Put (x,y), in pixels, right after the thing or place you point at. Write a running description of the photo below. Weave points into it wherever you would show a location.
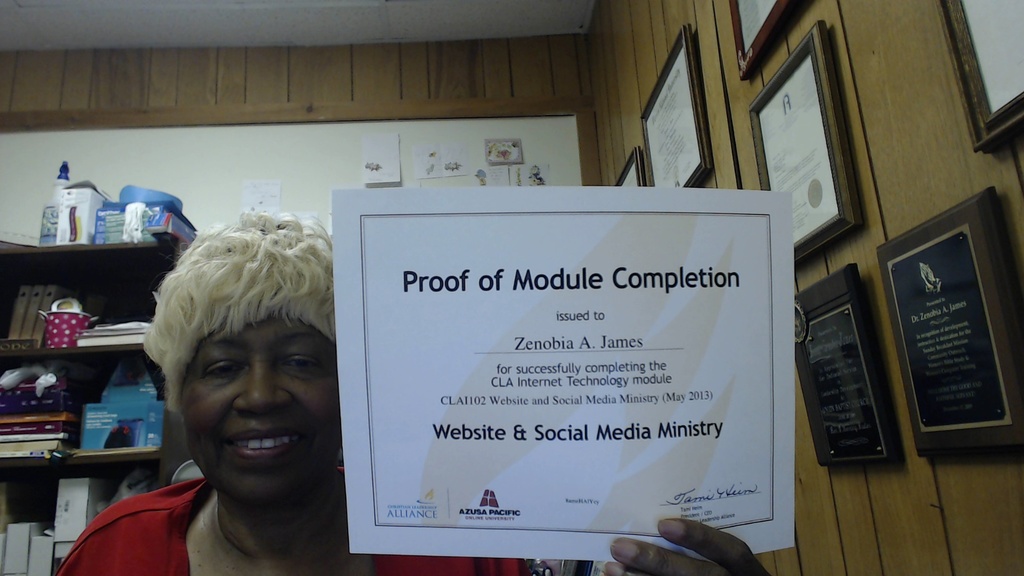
In this picture we can see a person (197,538) holding a paper (646,377). There are frames (857,187) on the wall (873,206). In the background (13,486) we can see a rack (111,350), books (9,433), bottles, boxes (73,505), and posters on the wall (288,164).
